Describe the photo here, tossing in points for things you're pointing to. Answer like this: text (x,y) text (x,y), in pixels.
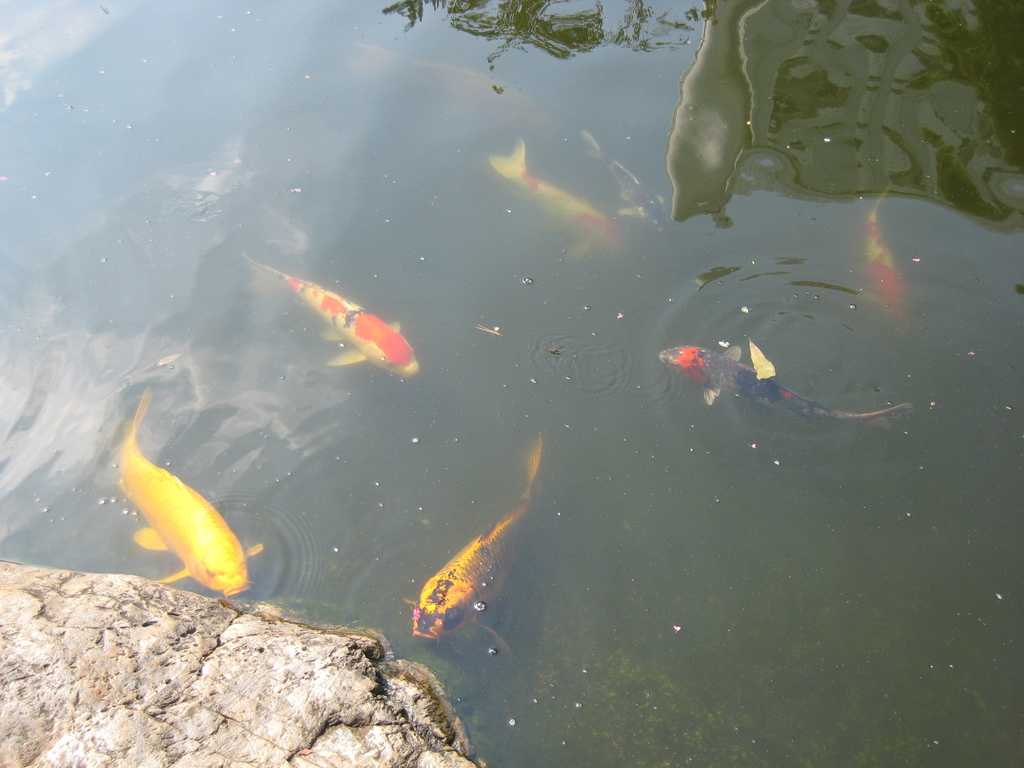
In this image I can see different colors of fishes (499,524) in the water (597,400). Here I can see a rock (213,699) and bubbles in the water (392,432).
